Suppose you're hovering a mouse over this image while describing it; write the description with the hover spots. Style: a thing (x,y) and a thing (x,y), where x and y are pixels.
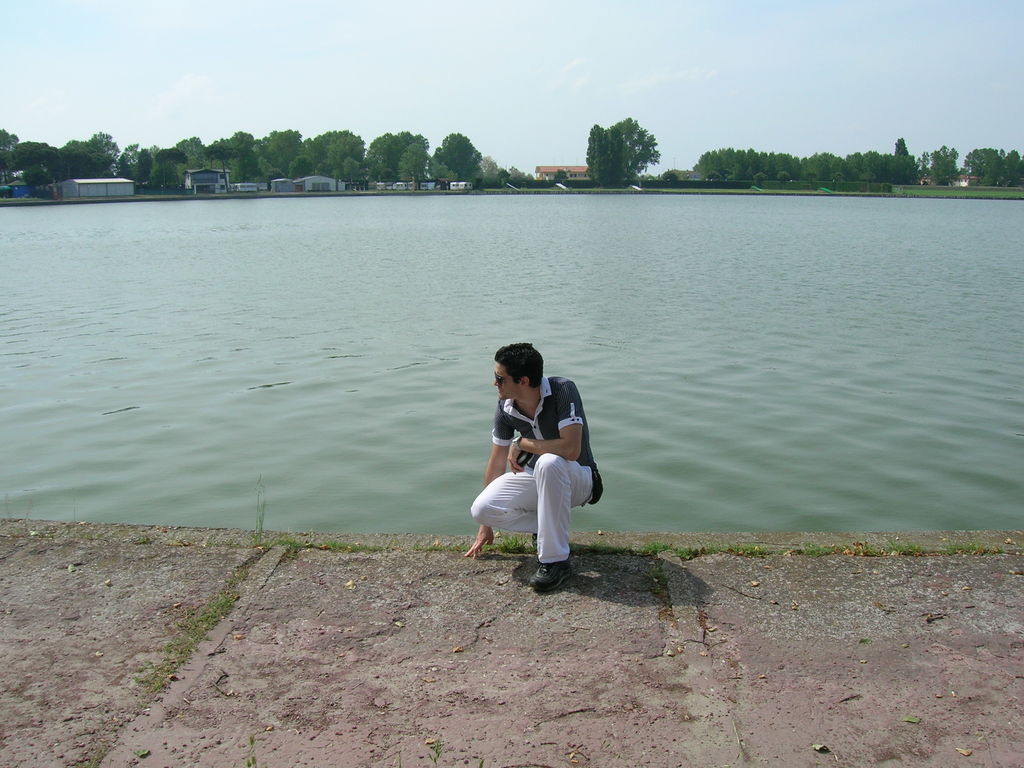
In this image we can see a person (574,434) in a squat position. Here we can see water (331,473), houses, and trees (399,158). In the background (487,103) there is sky (612,82). At the bottom of the image (524,680) we can see concrete floor (534,633).
